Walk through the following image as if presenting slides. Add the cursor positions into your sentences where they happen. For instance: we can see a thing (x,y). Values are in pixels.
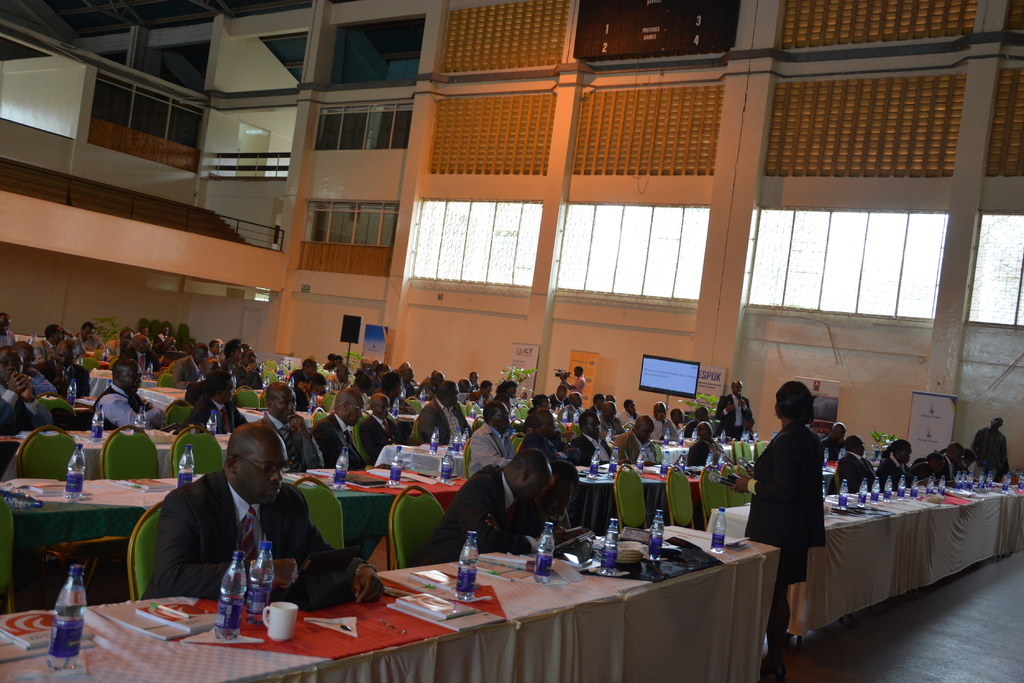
In this picture we can see a group of people (19,396) sitting on chairs (516,444) and in front of them on table (209,664) we have bottles (233,584), cups (263,616), books (157,611) and in front (793,398) one person (761,486) is standing and in background (549,379) we can see wall (426,285), windows (460,264), speakers (345,323), banners (381,358), person (578,380) holding camera (567,374), screen (679,381).
